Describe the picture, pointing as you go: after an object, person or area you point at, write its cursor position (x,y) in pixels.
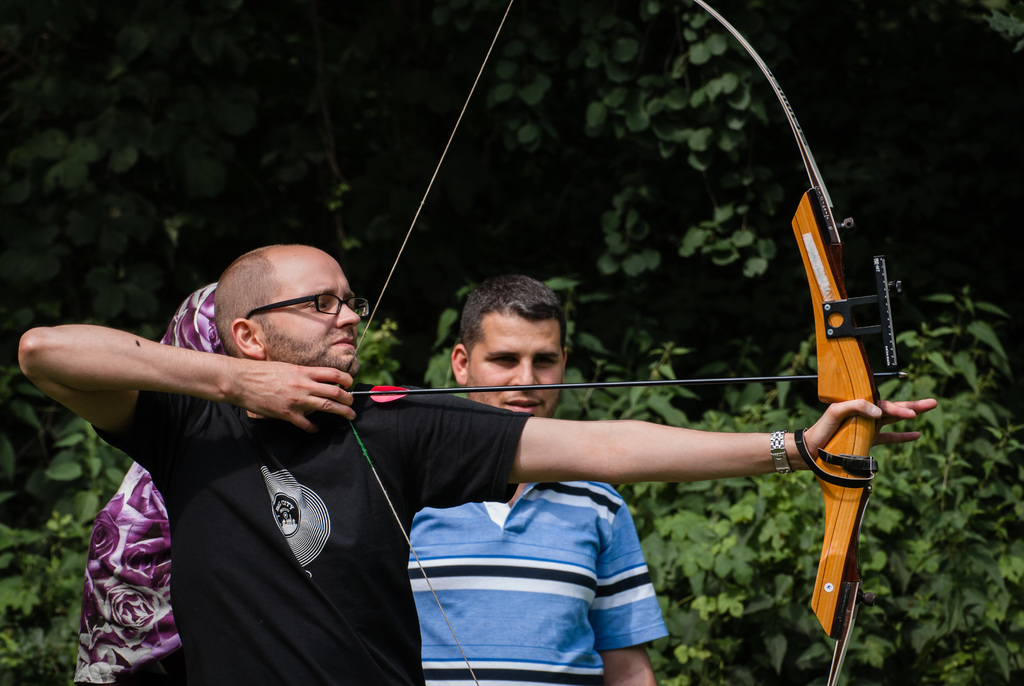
In the foreground of this image (301,548), a man (303,498) holding a bow (876,388) and an arrow (537,385). In the background (537,376), there are two persons (534,341) standing and the greenery (318,61).
